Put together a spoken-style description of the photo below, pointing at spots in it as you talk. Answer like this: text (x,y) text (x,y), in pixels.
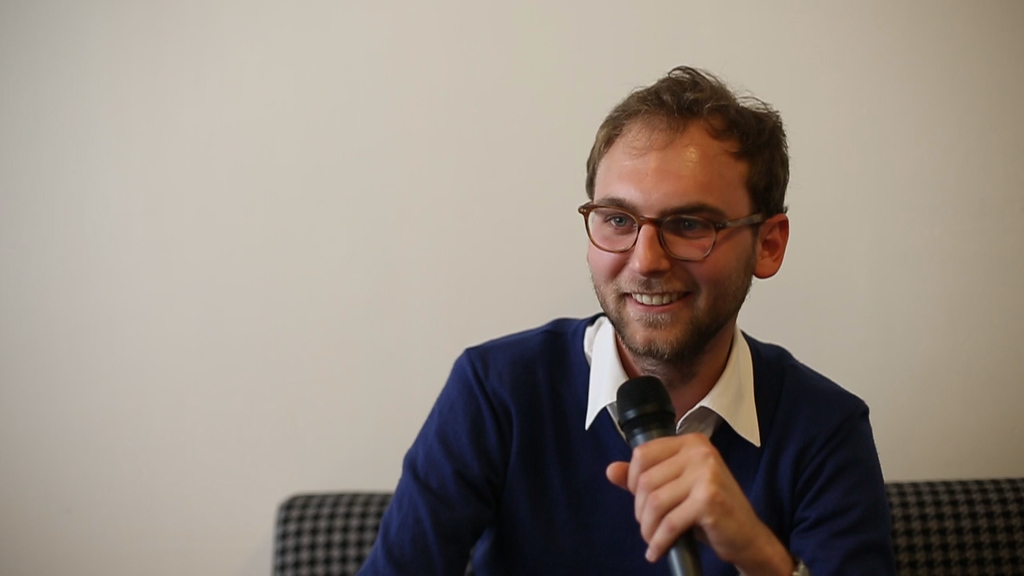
In this picture there is a man (489,476) sitting and smiling and holding a microphone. In the background of the image (812,135) we can see wall (883,295).
